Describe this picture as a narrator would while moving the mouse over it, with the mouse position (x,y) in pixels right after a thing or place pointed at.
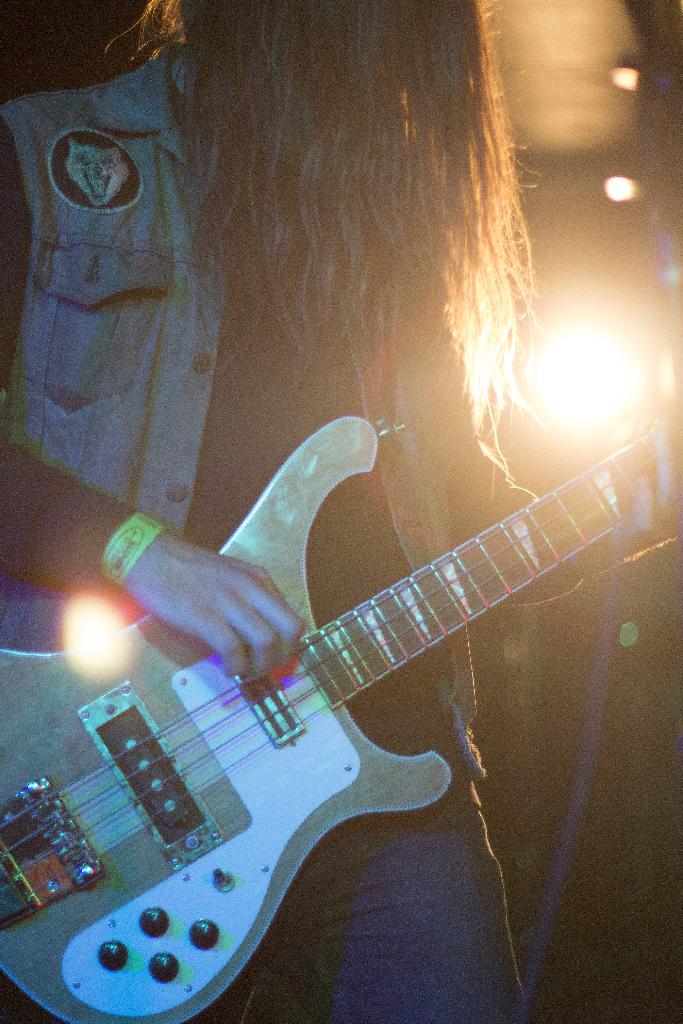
The person (236,412) is standing. He's holding a guitar (455,566) at the same time he's playing a guitar (285,500).
